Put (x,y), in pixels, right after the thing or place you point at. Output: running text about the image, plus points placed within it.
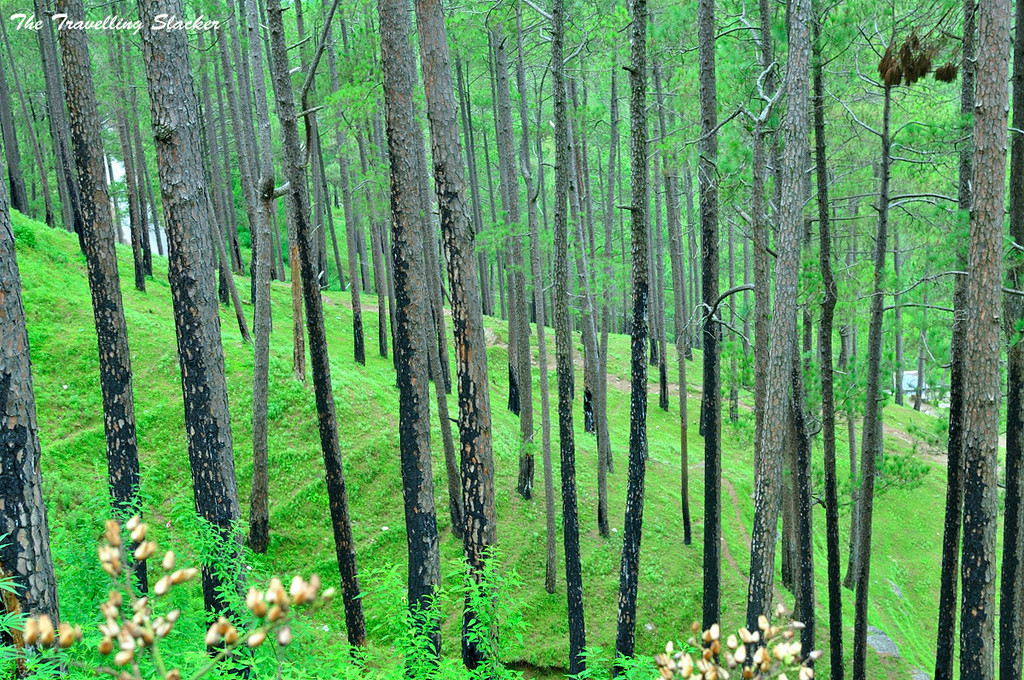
In this image I can see the cream color flowers (219,638) to the plants (201,674). In the background (456,262) I can see the grass (363,296) and many trees (415,235).
